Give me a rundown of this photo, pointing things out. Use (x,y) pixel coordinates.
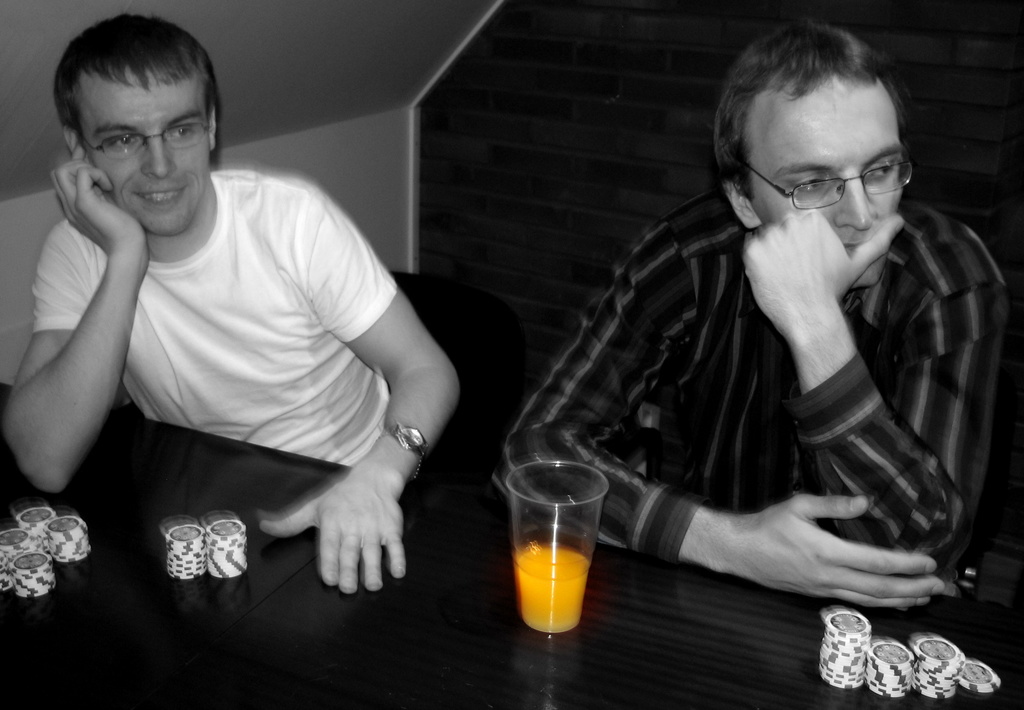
This is a black and white picture, there are two persons (442,409) sitting on chairs (474,389) in front of the people (236,371) there is a table (259,600) on the table (197,641) there are some coins (858,664) and a glass (529,568) with juice (529,568). Behind the people (443,382) is a wall (463,162) and the man (334,224) in white t shirt (238,320) was wearing a watch (407,437) to his left hand (393,448).
